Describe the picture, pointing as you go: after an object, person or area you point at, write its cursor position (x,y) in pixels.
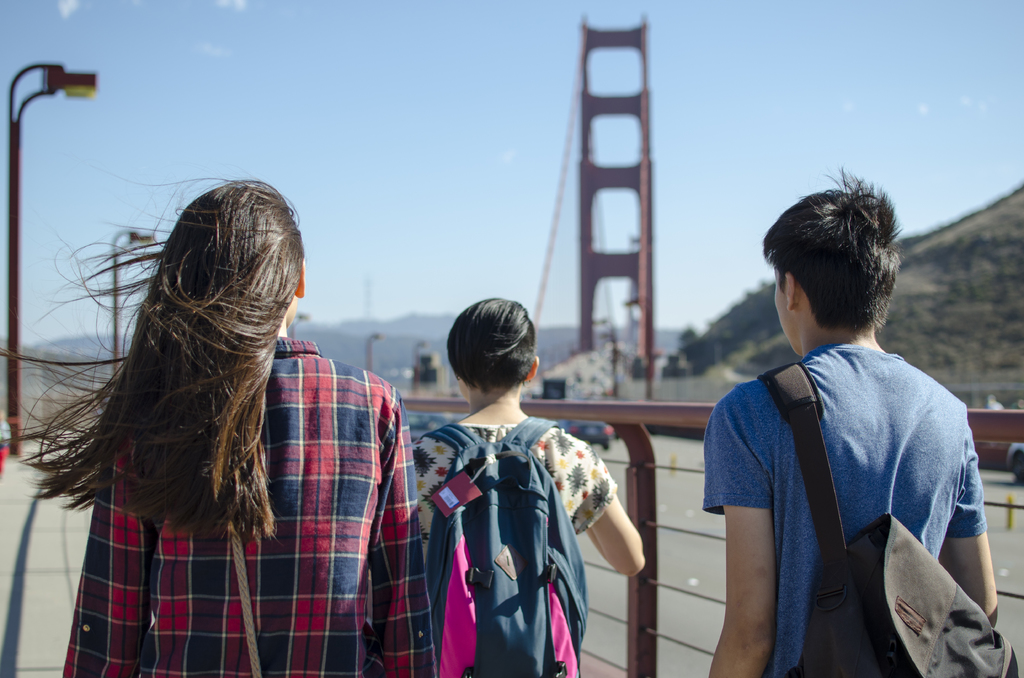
In this image we can see persons (768,434) walking on the road (701,551). In the background (994,239) we can see car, bridge (620,169), poles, hill (979,238), sky (59,298) and clouds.
